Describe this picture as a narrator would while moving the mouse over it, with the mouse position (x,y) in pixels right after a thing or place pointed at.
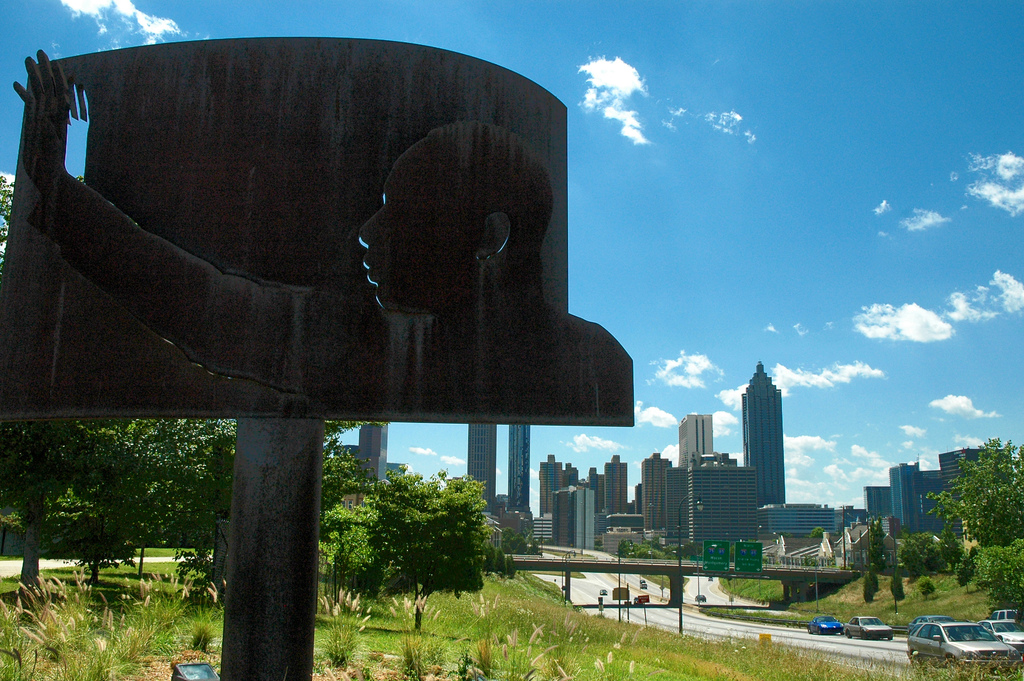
In this image we can see a sculpture (305,322) on a pole (242,627). In the center of the image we can see a bridge (652,574) and some poles (680,604). On the right side of the image (928,641) we can see a group of cars (913,640) on the road (808,633). At the bottom of the image (635,675) we can see a box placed on ground (466,635), plants (421,632) and grass (501,620). In the background (511,562), we can see trees (411,505) and the cloudy sky (643,182).
